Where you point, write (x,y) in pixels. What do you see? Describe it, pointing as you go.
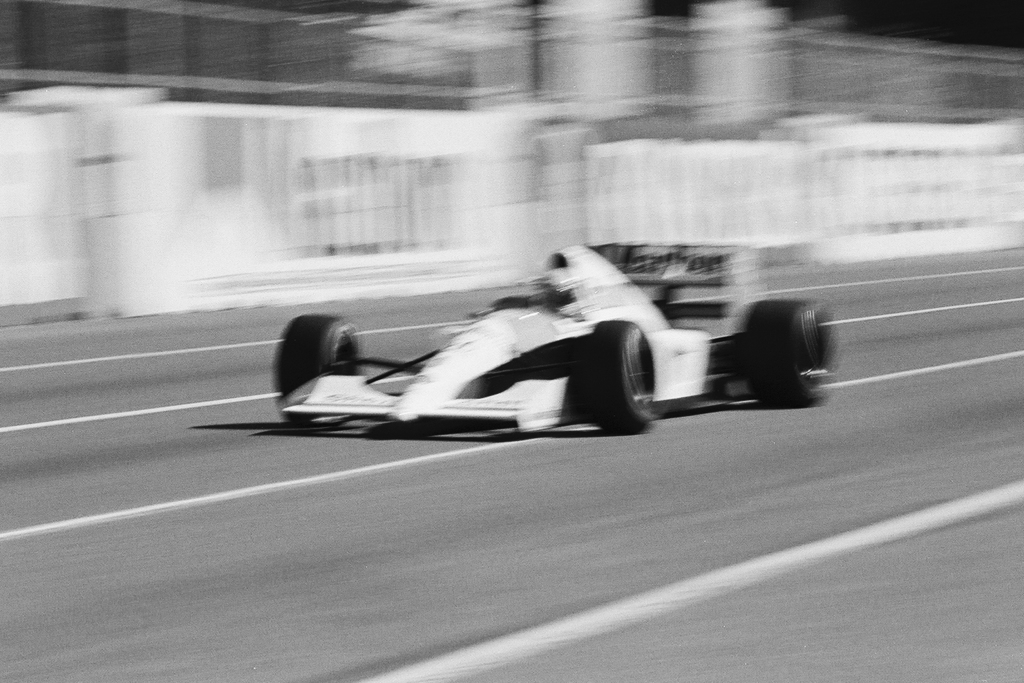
This is black and white image where we can see sport car (566,357) on the road (333,545). Background of the image (893,150), banners (1019,210) are there.
